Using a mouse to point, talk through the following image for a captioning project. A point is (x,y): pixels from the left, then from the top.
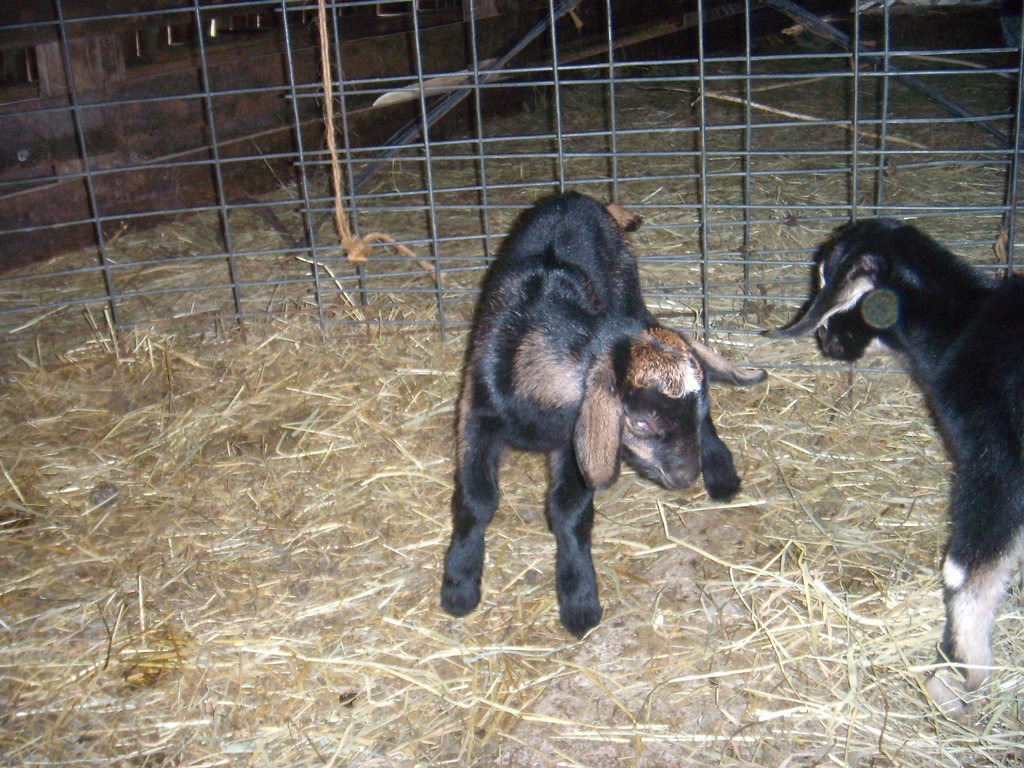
In this picture we can see a goat (628,437) here. And there is a grass (176,546) on the ground (351,596). And in the background (311,230) there is a fence (311,230).
